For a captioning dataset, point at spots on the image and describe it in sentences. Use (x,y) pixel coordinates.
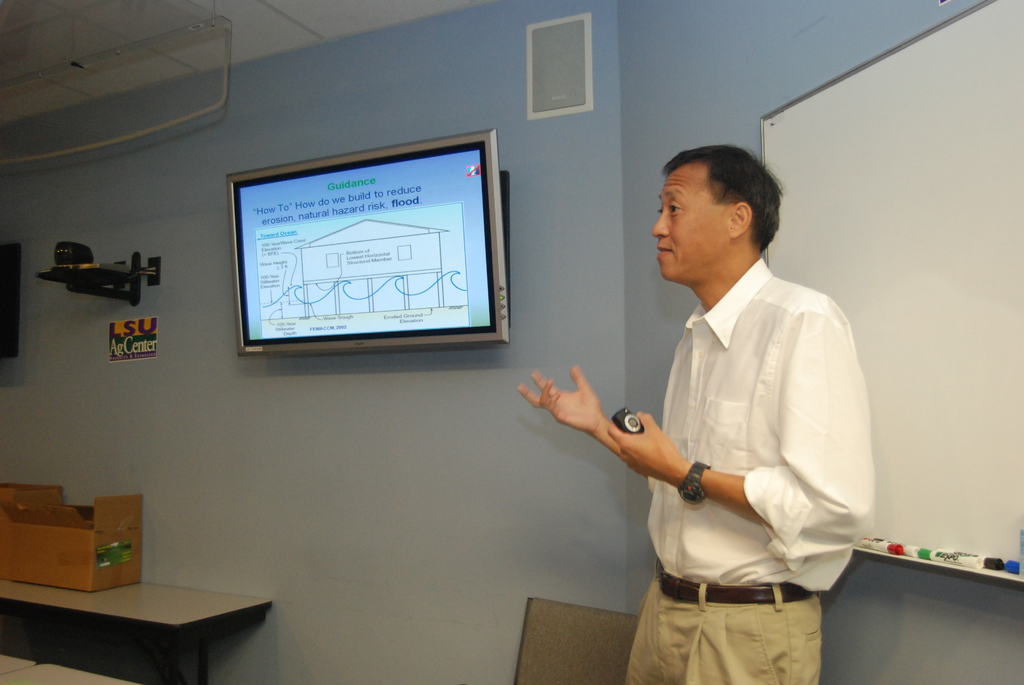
As we can see in the image there is a wall (307,426), screen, a man (733,357) standing on the right side (753,309). He is wearing white color shirt (737,403) and watch (698,480). On the left side (147,614) there is a table (145,621). On table (145,603) there is a box (43,543).
